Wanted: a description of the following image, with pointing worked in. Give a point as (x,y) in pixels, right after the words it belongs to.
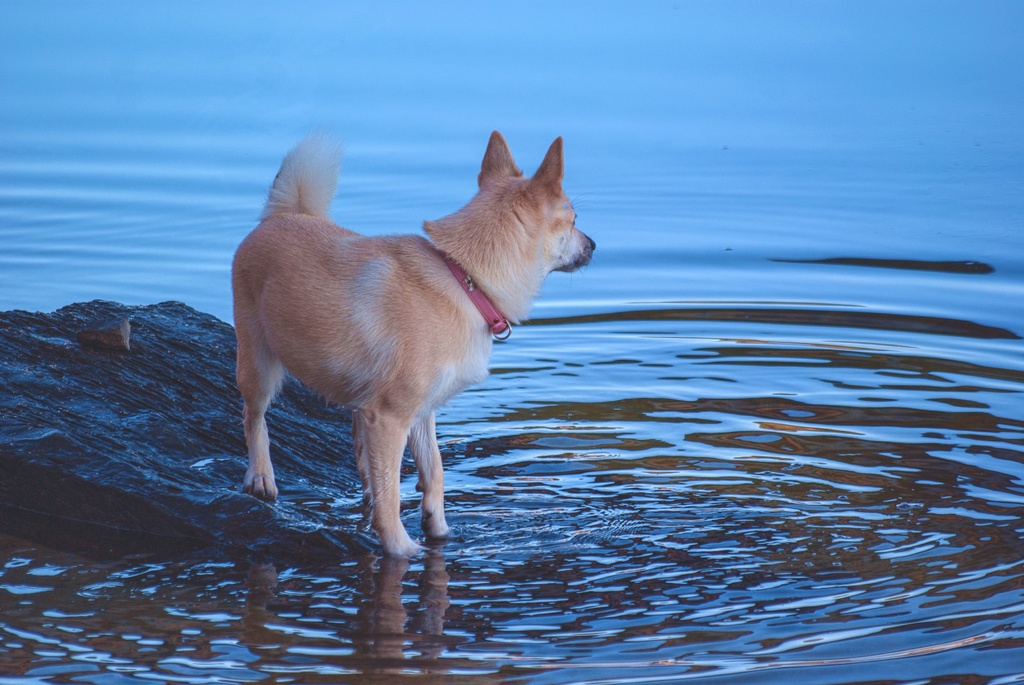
In this image we can see a dog (430,400) and also we can see the water (202,30) and a rock (136,458).
